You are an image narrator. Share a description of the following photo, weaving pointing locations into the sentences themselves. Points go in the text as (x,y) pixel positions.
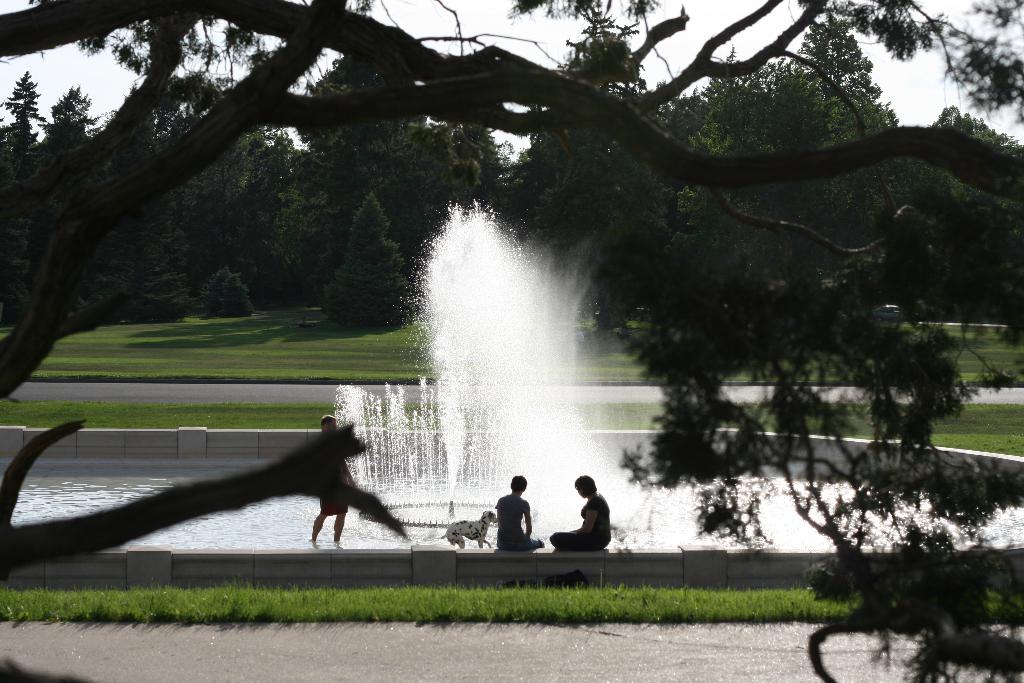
In this picture there is a fountain (466,382) in the center of the image (444,345) and there is grassland (28,612) at the bottom (382,599) and in the center of the image (380,345), there are people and a dog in the center of the image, there are trees (4,212) in the background area of the image (531,237).
